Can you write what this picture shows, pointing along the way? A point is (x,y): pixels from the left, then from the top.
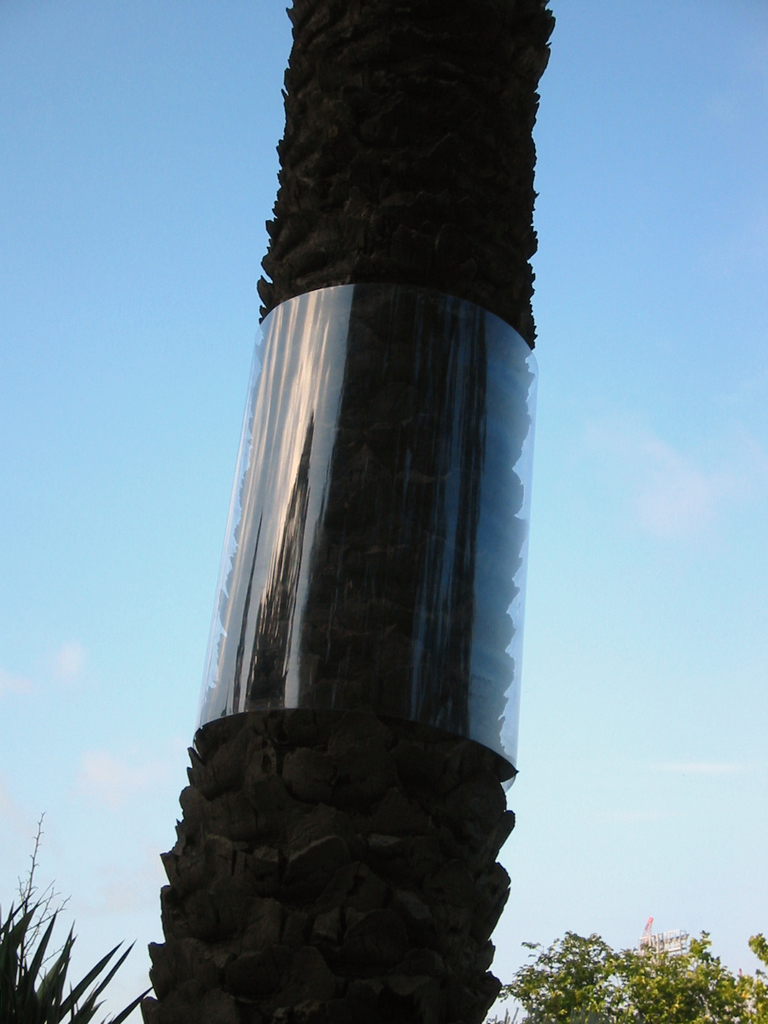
In this picture we can see few trees (178,927) and clouds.
